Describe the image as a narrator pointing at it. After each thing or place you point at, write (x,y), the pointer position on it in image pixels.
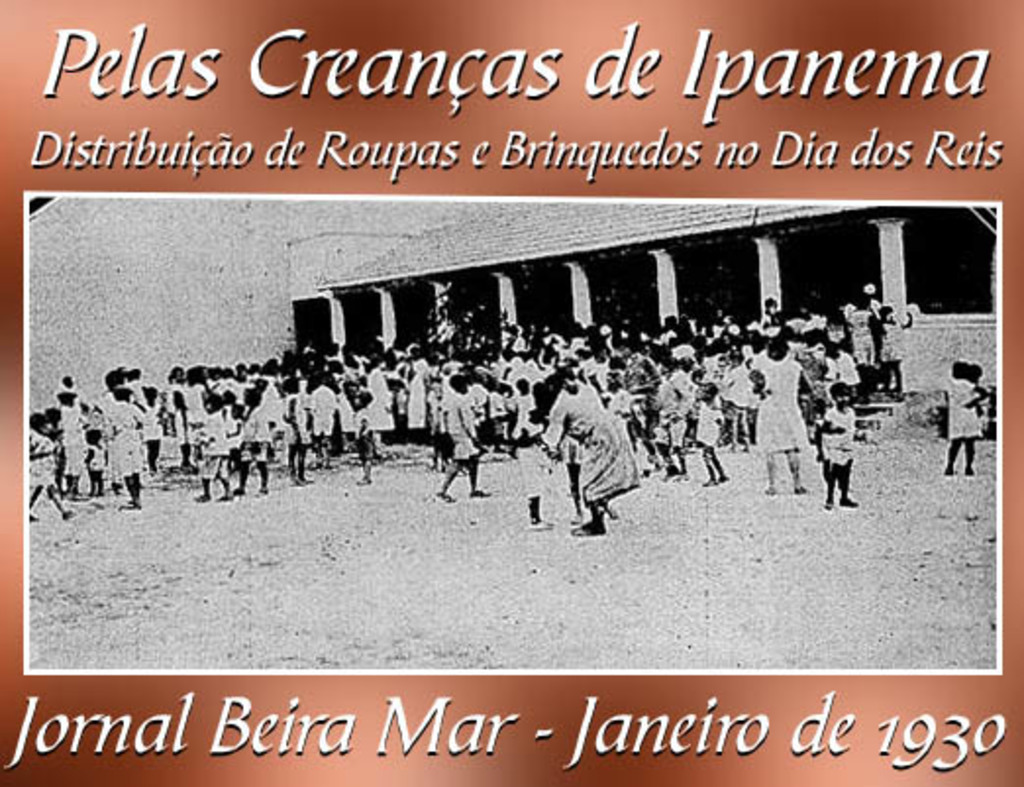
In the image in the center (500,502) we can see one poster (632,386). On the poster (743,448), there is a building (312,248), wall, roof (545,226), pillars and many people (845,380) were standing. And we can see something written on the poster (819,408).
